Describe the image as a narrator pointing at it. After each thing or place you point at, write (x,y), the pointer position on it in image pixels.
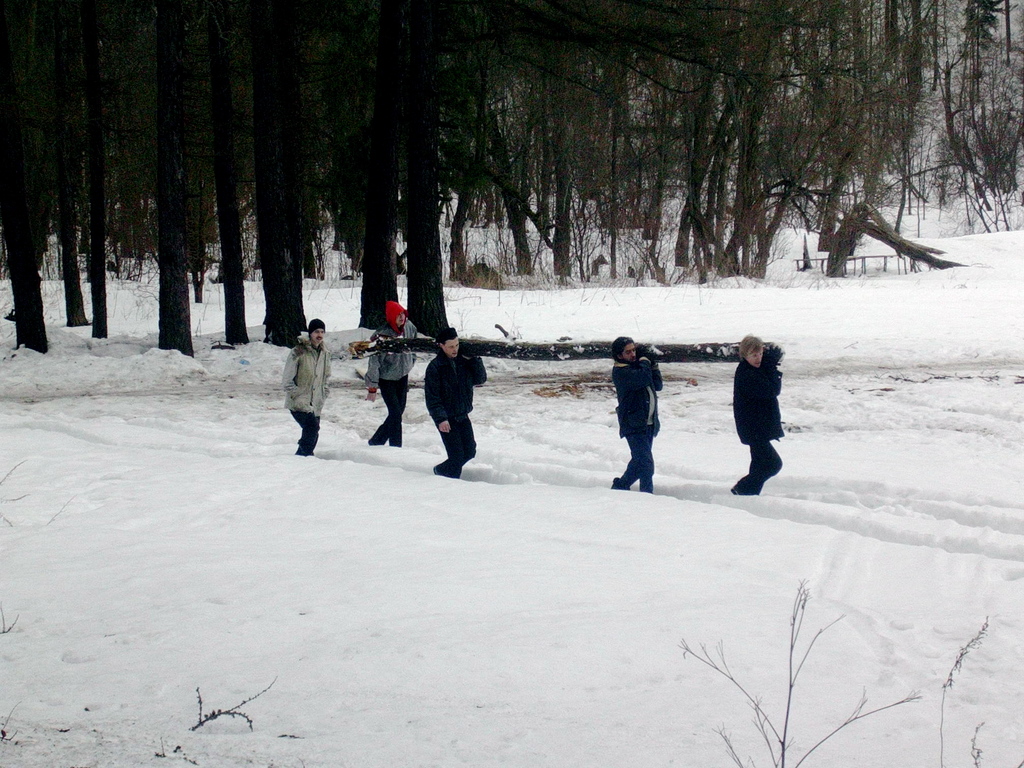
This is the picture of a place where we have some people (440,364) holding the trunk (599,347) and standing on the snow floor (459,496) and around there are some trees (294,95) and plants (505,259).
